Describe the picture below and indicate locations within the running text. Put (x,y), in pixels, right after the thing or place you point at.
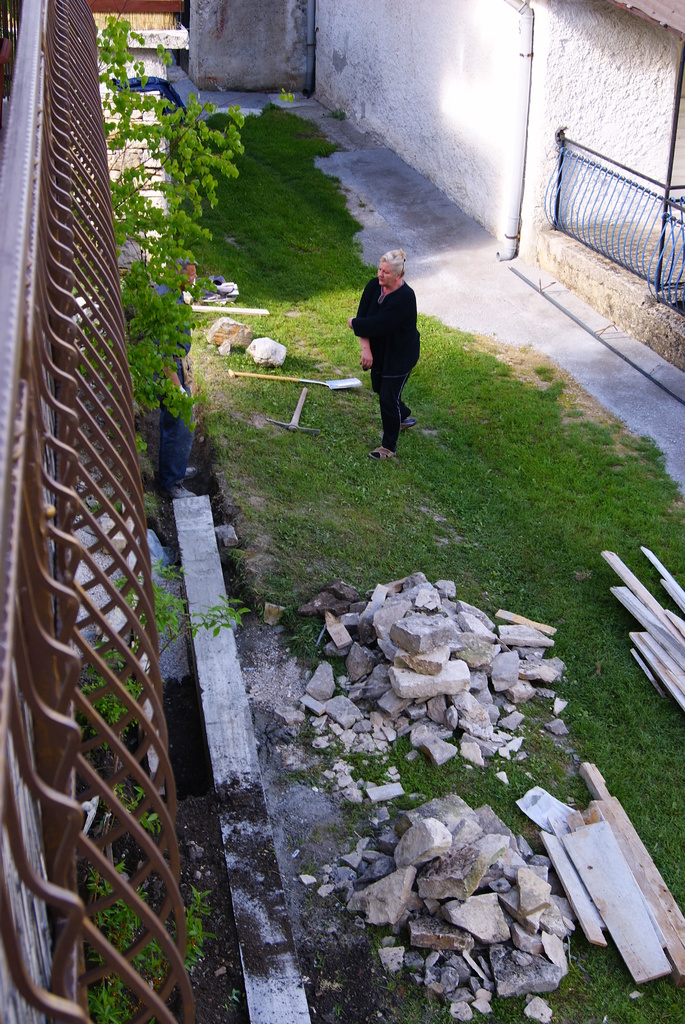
In this image we can see a woman (393,392) standing on the ground (382,465), pipelines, iron grills (159,711), man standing on the wall (205,563), trees (160,204), stones (434,670), wooden bars (612,847) and gardening tools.
